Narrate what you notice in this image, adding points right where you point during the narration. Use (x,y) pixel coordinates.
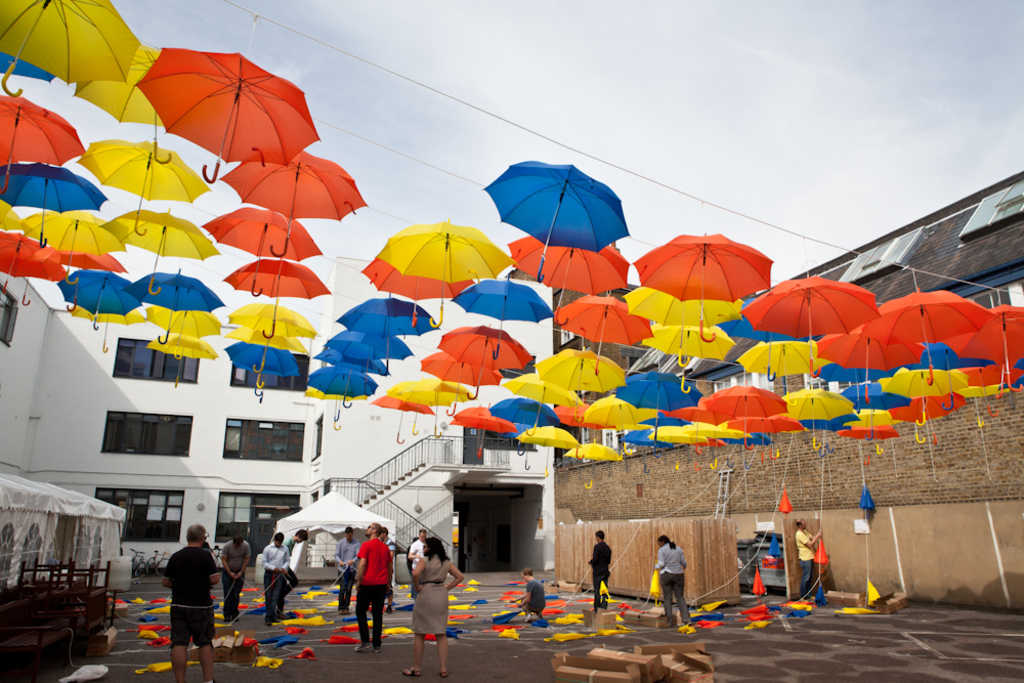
In this image, we can see persons (424,611) and umbrellas (761,402) in front of the building (371,439). There are some umbrellas (424,241) in the middle of the image (391,333). There is a warehouse (995,297) on the right side of the image (1010,271). There is a wall (971,555) in the bottom right of the image (971,558). There is a sky (567,52) at the top of the image (580,60).
